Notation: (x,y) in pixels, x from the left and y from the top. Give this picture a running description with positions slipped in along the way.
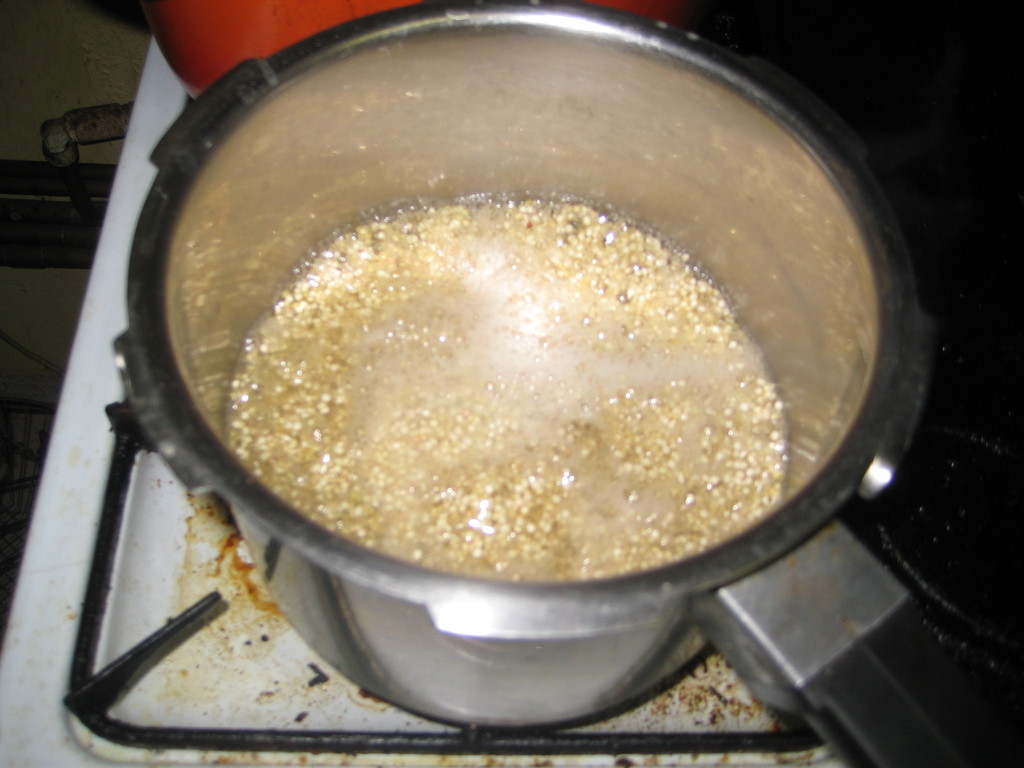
In this picture we can see a bowl (249,419) on a stove (166,98) with food (474,385) in it, some objects (191,44) and in the background (846,102) it is dark.
